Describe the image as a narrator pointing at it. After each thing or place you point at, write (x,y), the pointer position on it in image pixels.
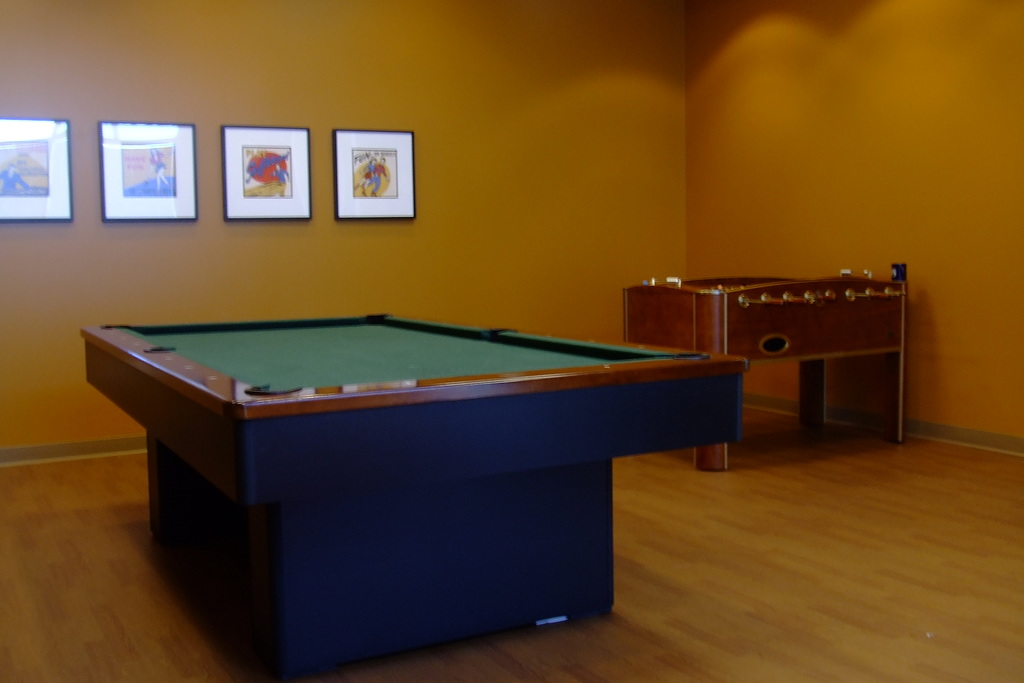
In this image there is a snooker table (518,488) and at the background of the image (156,204) there are paintings (156,204) attached to the wall (540,299).
